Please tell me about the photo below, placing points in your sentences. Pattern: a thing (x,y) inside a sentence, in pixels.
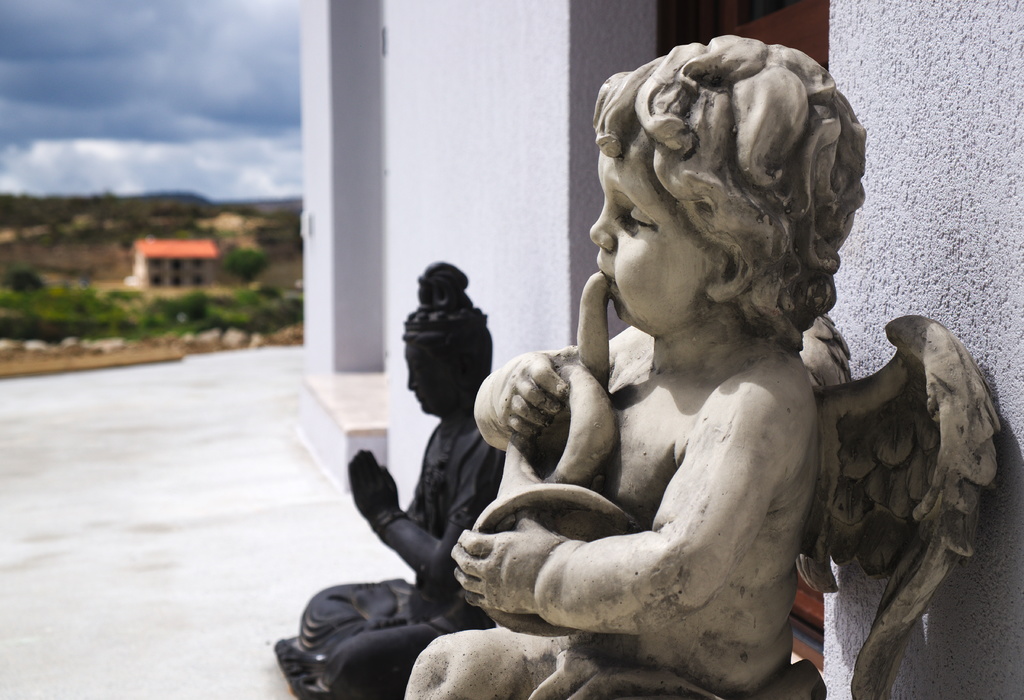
In this image I can see two sculptures (444,457) where one is off white colour and one is of black. In the background (210,267) I can see a building (199,257), clouds (115,116), the sky (197,160), trees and I can see this image is little bit blurry from background (47,63).
